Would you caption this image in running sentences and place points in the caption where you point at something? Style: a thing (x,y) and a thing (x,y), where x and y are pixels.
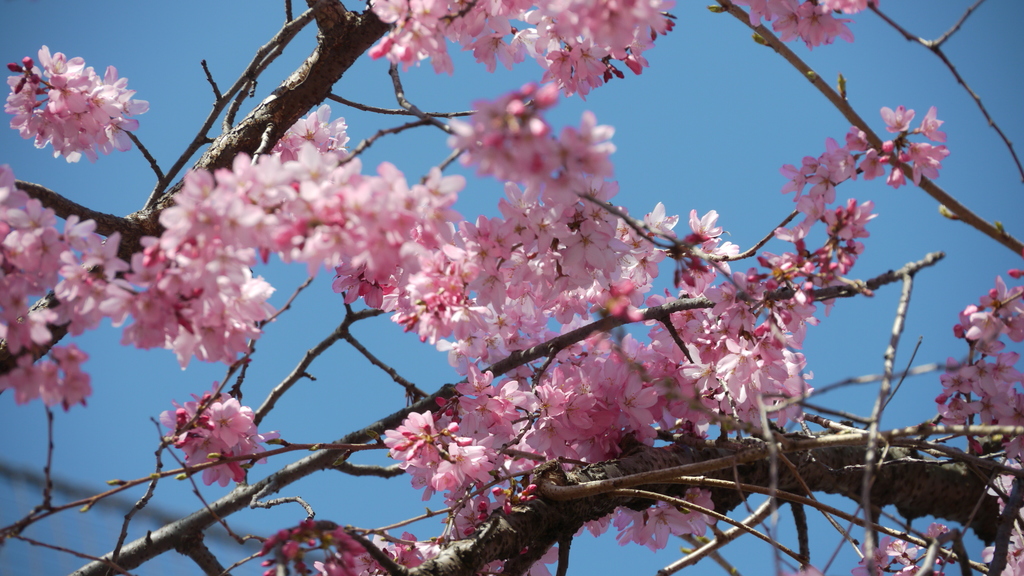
In this image there is a tree (543,511) and we can see flowers (482,517). In the background (306,57) there is sky (192,80).
